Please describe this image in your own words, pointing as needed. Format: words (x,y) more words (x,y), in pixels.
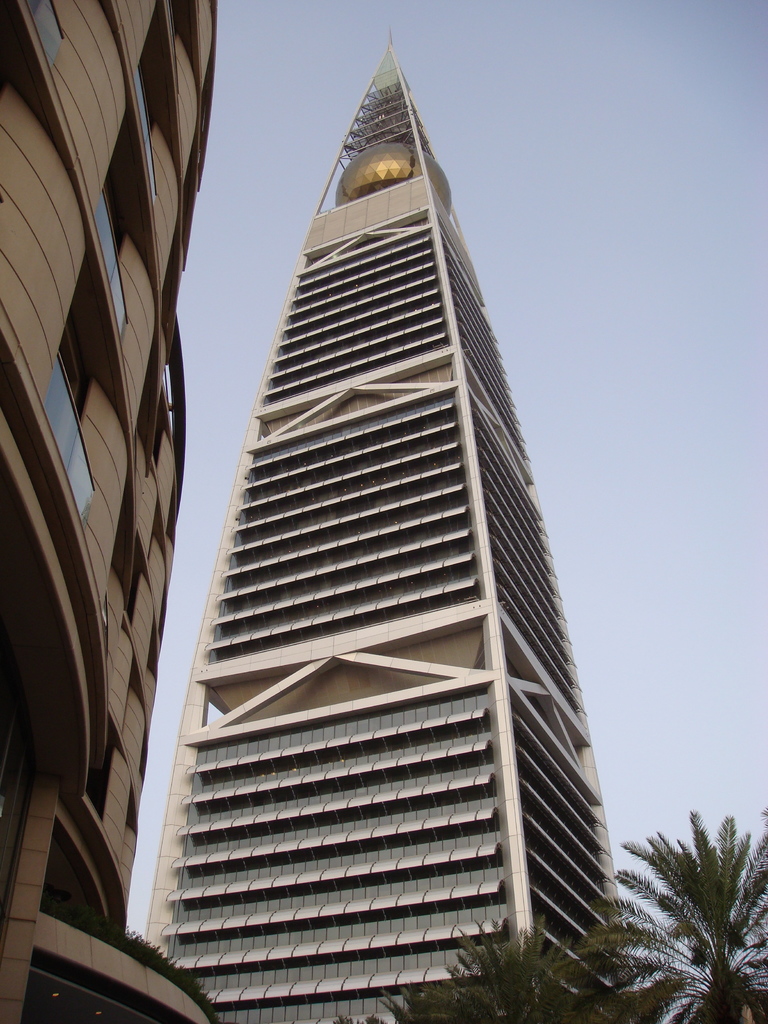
In this image, I can see the skyscraper (318,635) and the building (81,455) with windows (104,601). These are the trees (602,1002). This is the sky (541,199).
